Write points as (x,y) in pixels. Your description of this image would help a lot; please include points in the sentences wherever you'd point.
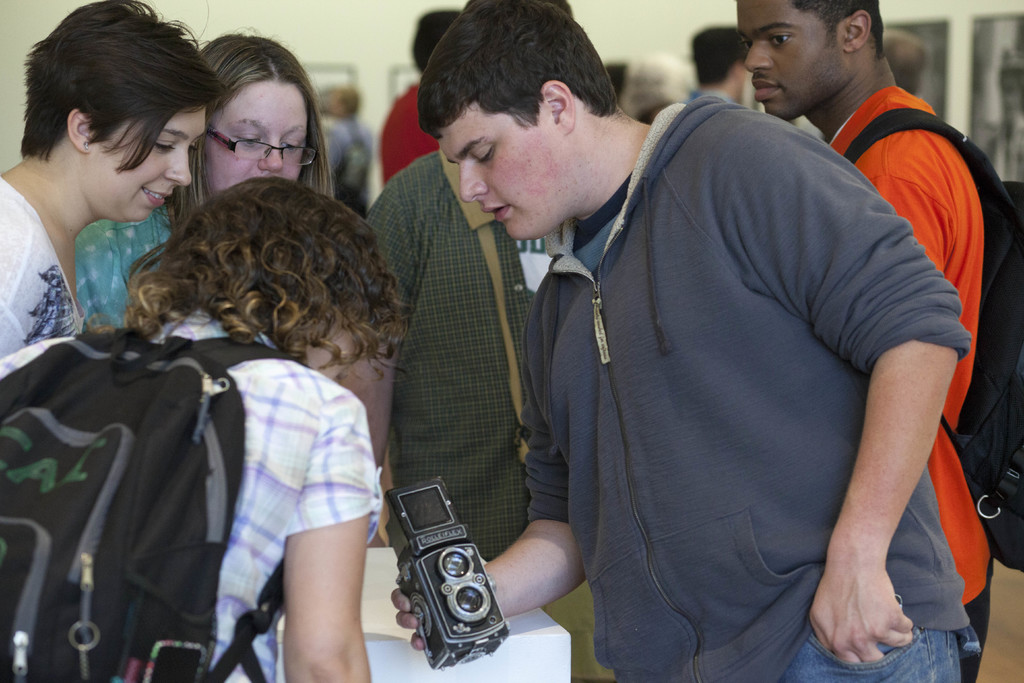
In this picture we can observe some people (434,278) standing. There were men (390,233) and women (189,188) in this picture. We can observe a man (547,137) holding a device (432,560) in his hands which is in black color. In the background (400,140) there are some people (726,56) standing.
